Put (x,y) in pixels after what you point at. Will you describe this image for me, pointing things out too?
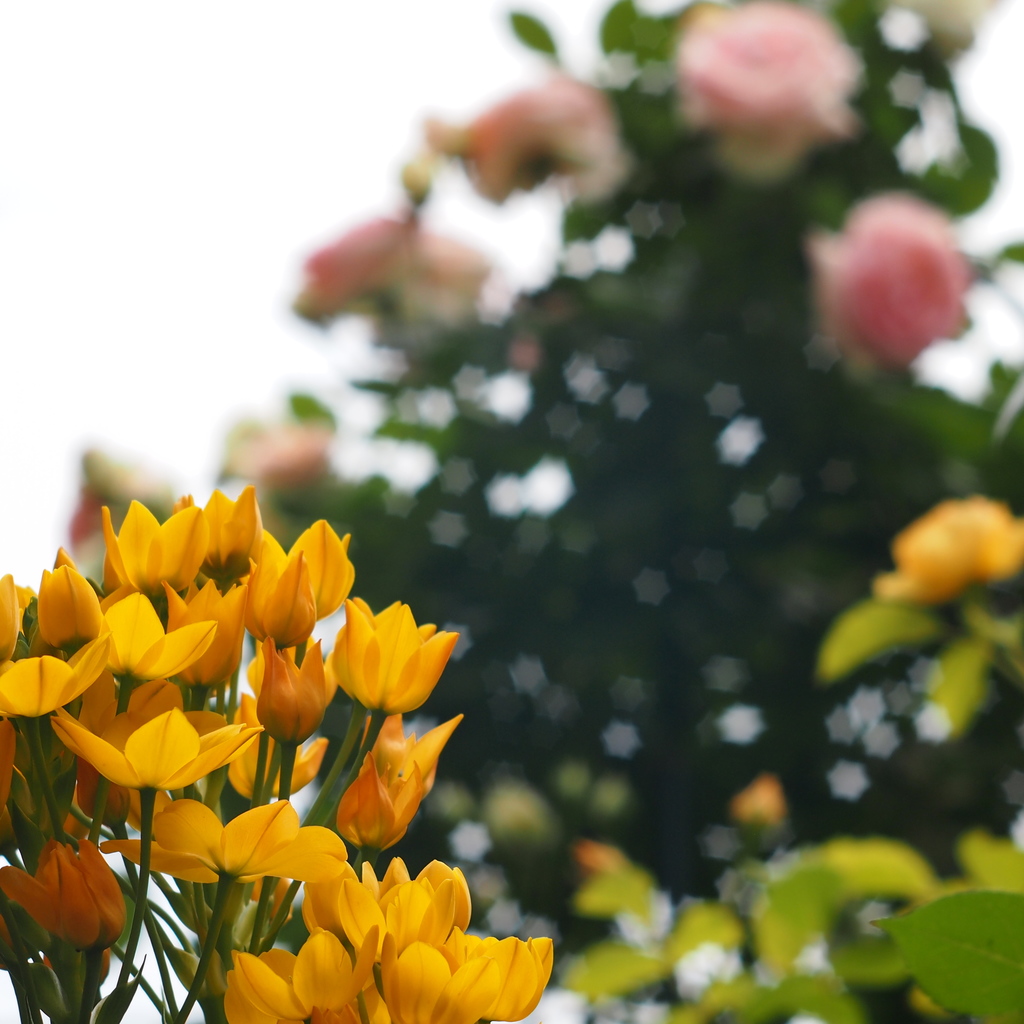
In the front of the image (286,837) there is a flower plant (215,934). In the background of the image (729,741) it is blurry.
